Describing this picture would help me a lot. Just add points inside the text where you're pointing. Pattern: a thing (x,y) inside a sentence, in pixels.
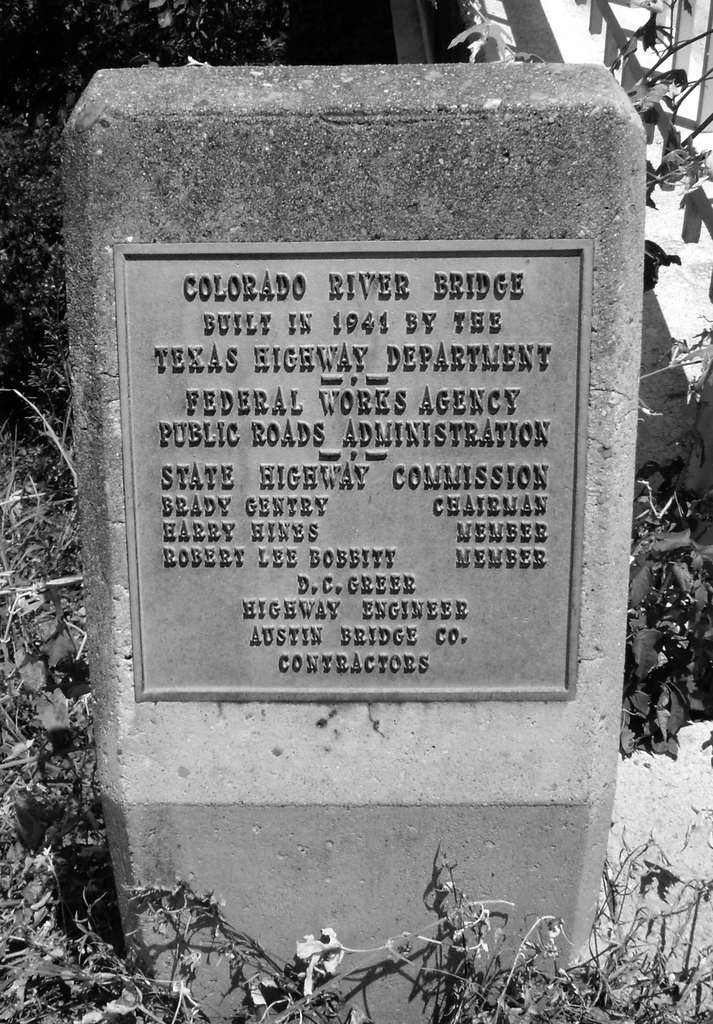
This is a black and white image. In the middle of the image (337,611) there is a memorial (293,464) on which I can see some text (284,638). Around this there are few plants (72,956). In the top right-hand corner (674,60) there is a railing (633,48) on a wall (686,315).
